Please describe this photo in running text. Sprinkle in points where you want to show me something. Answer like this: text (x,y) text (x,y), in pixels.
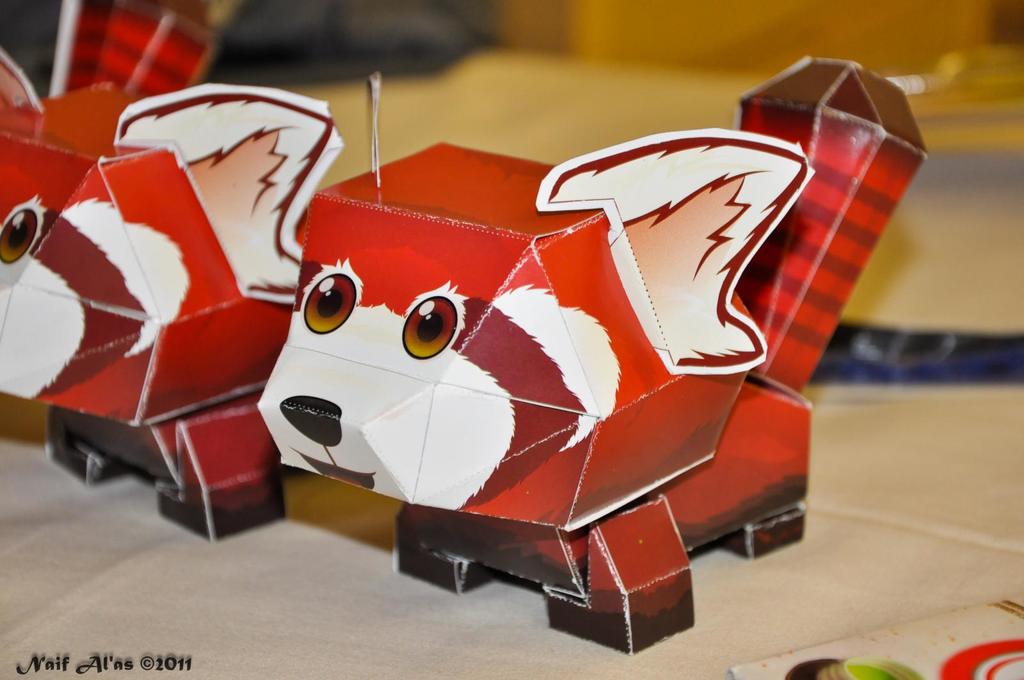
Here we can see paper crafts (632,411) on a platform (531,605). There is a blur background (476,113).
